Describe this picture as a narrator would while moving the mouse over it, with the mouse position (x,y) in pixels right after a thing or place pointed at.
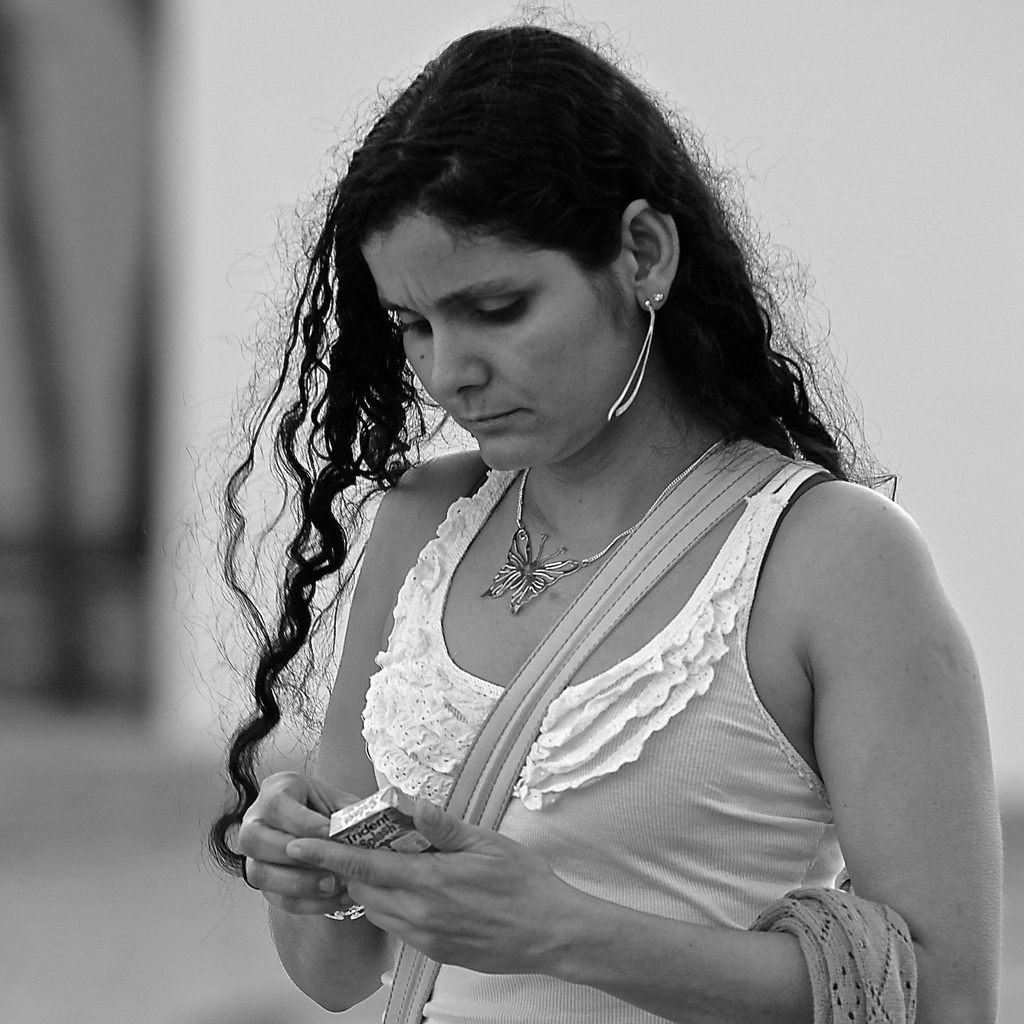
This woman (711,654) is holding an object (376,812) and looking at that object (383,810). Background it is blur.
